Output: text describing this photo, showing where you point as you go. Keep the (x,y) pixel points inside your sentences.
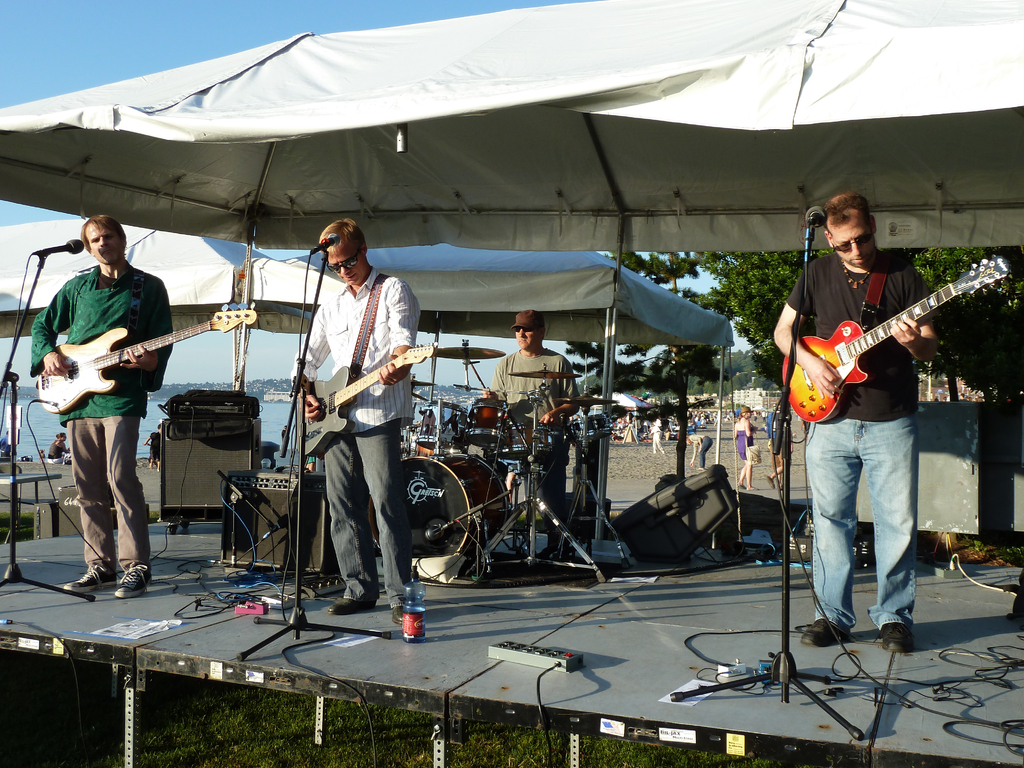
In the image we can see three persons (832,373) were standing and holding guitar (797,387), in front there is a microphone (787,403). In the background (399,183) there is a sky (219,49), tent (474,157), trees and group of persons (709,445) were standing, water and few musical instruments (582,491).
